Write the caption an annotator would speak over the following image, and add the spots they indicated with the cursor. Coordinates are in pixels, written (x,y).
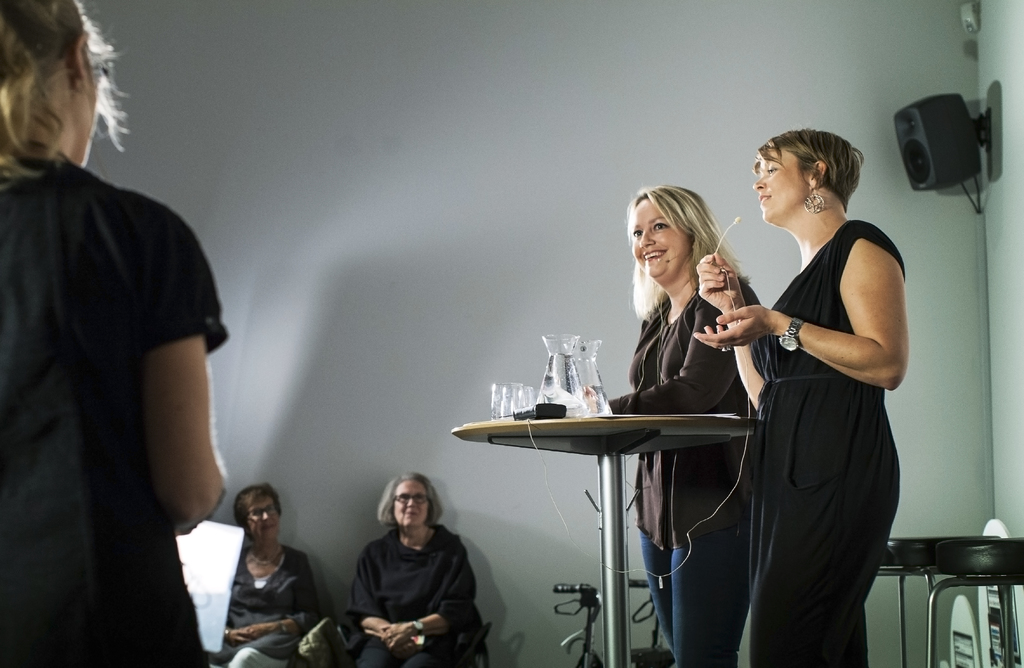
In this image, There is a table (614,443) which is in yellow color on that table (558,424) there are some glass (568,413), In the right side (833,510) there are two persons (821,375) standing and talking, In the left side (82,538) there a woman (78,440) standing and in the background (560,170) there is a white color wall (436,233) and there are some people (369,543) sitting on chairs (351,622), In the right side (901,145) top there is a black color speaker (934,152).
